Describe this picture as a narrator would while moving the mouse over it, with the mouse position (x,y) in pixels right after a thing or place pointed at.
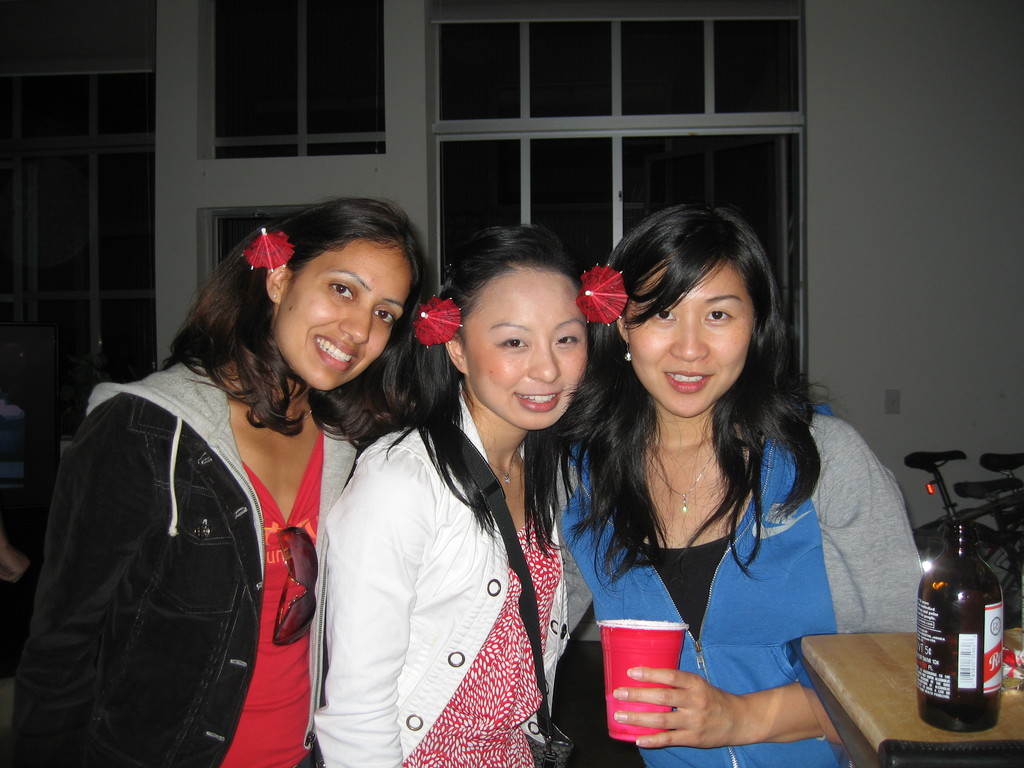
In the photo in the middle (620,494) three ladies (373,529) are standing they are smiling. The lady (573,424) in the right side (780,571) is wearing a blue jacket (751,643) and holding a glass (624,624). In the middle (491,492) the lady (410,553) is wearing white jacket (470,579) and red top (492,648) she is carrying a bag (493,505). On the left (290,591) the lady (215,486) is wearing black jacket (159,554) and red top (280,664). Beside the lady (882,472) in the right (968,497) there is a bicycle (956,487) and a table (833,661). On the table (910,674) there is a bottle (971,632). In the background (622,76) there are windows (584,158) and wall (164,192).
